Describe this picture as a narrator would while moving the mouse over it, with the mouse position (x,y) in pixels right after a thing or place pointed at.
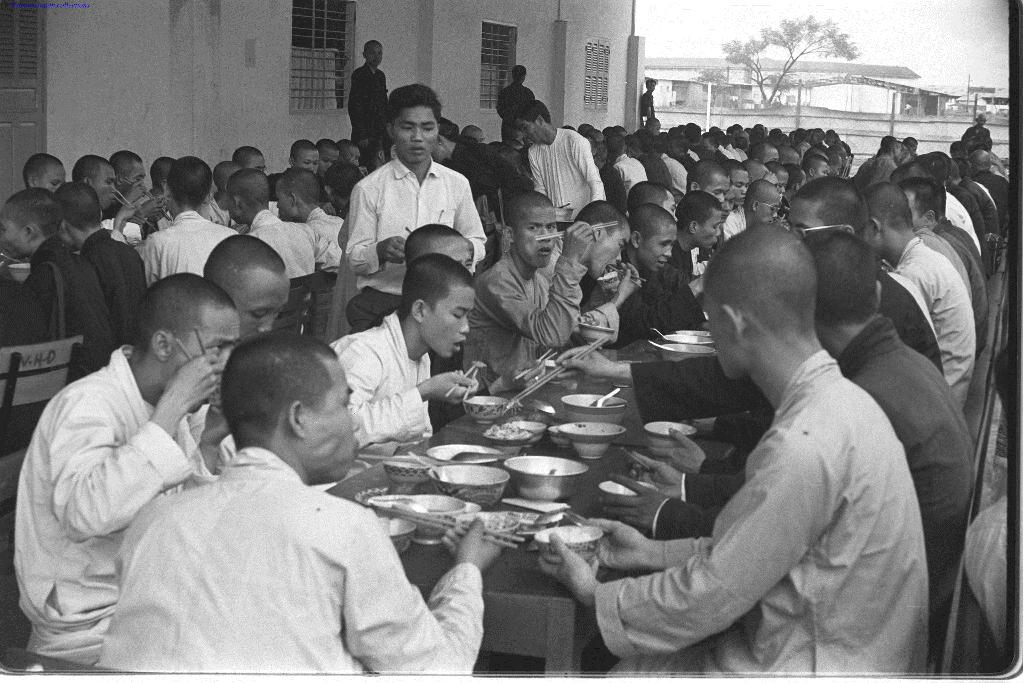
Group of people (156,304) sitting on chairs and few people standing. We can see bowls (581,422), sticks (529,390) and objects (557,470) on the table (514,414) and we can see wall (533,76) and windows (505,76). In the background (659,98) we can see shed (701,67), tree (834,42) and sky (921,58).
